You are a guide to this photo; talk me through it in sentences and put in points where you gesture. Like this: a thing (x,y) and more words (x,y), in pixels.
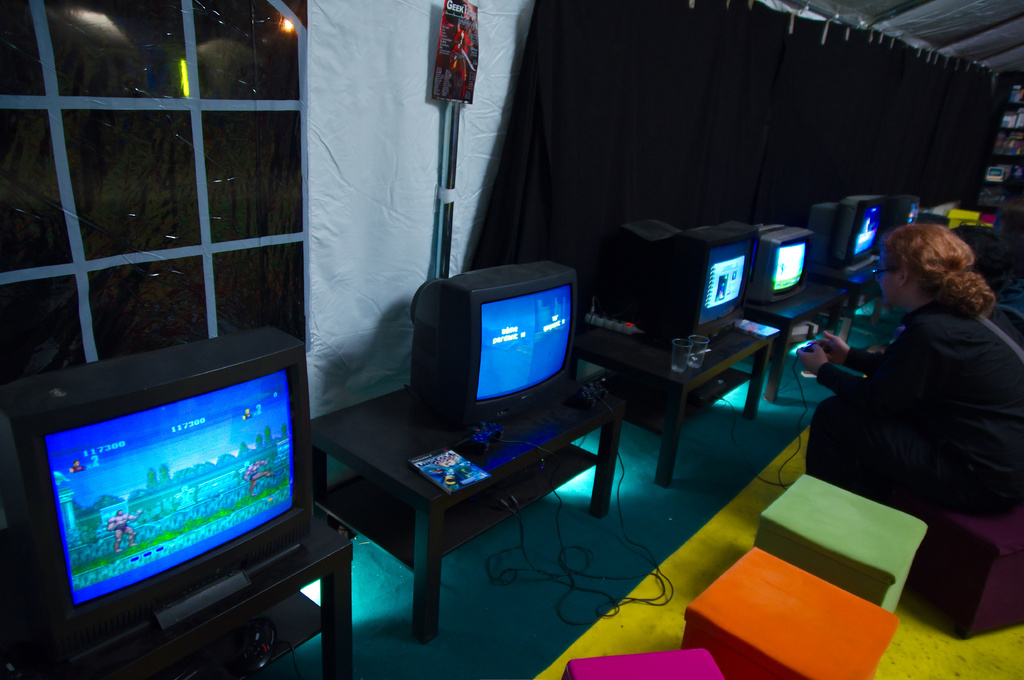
In this picture to the side there are six televisions (215,545) on the table (613,434). And in the middle of the television (721,312) there is a lady (958,409) sitting in front of it and playing video game. On the table (716,357) there are two glasses (701,356). There are three chairs (760,536) to the right side (793,554) with green, orange and pink colors. To the right top (785,125) there is a black cloth (703,150). And to the top left (201,133) there is a window (176,212).
